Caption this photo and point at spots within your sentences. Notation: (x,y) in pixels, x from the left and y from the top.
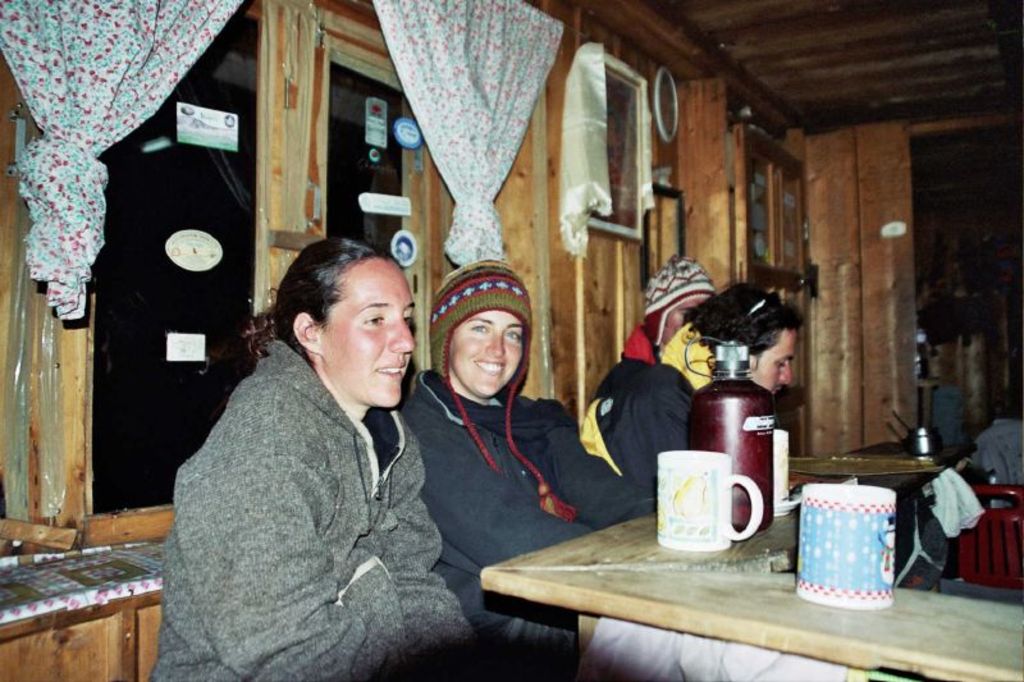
In this image I can see the people (522,427) sitting in front of the table (729,561). On the table (729,561) there is a flask (726,399) and the cups (884,525). In the background (227,167) there is a curtain (462,170) to the window (214,213).
